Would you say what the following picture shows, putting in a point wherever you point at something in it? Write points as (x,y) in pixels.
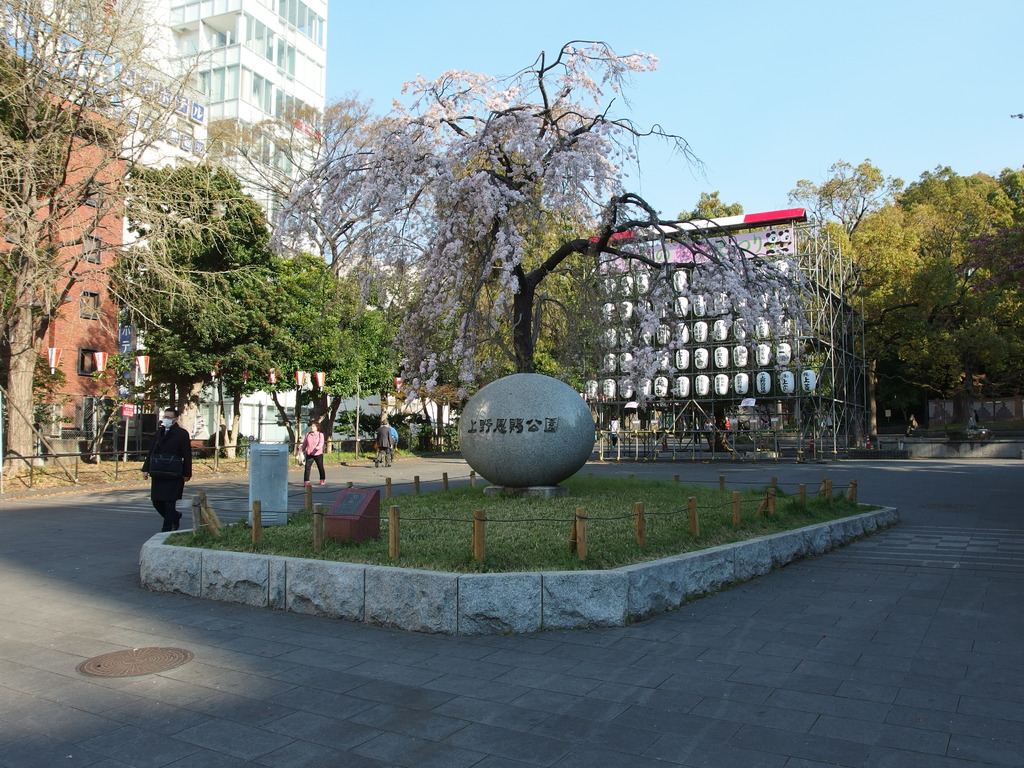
In this picture we can see people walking on the road (447,692) and in the background (48,393) we can see buildings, trees (350,243), sky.
